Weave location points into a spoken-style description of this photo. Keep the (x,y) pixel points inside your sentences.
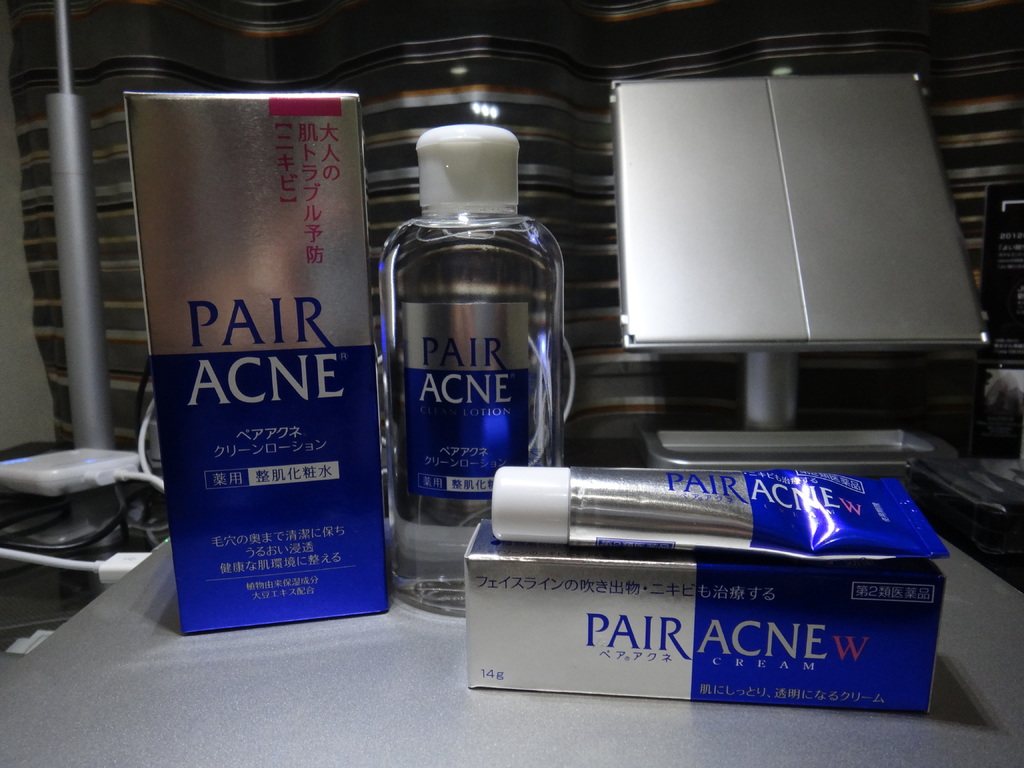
This is a picture, on the table (366,699) there is a bottle (440,483) and a tube (629,492) on the tube (662,492) it is written as pair acne. Background of this Items (433,432) is a striped curtain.
